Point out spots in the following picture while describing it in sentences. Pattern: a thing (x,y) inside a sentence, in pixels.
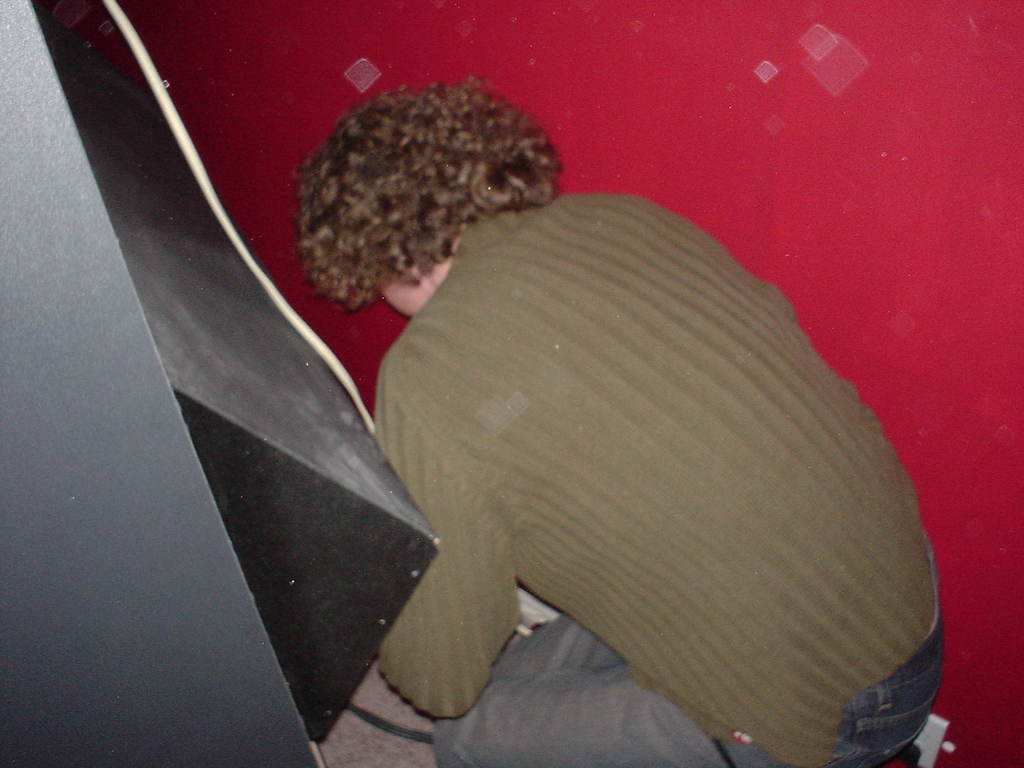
In this picture I can see a person (539,422) in front (776,547) who is wearing brown color t-shirt (668,447) and jeans (664,716) and on the left side of this picture (279,487) I can see the black color thing (289,506). In the background (258,165) I can see the red color wall (816,184).
